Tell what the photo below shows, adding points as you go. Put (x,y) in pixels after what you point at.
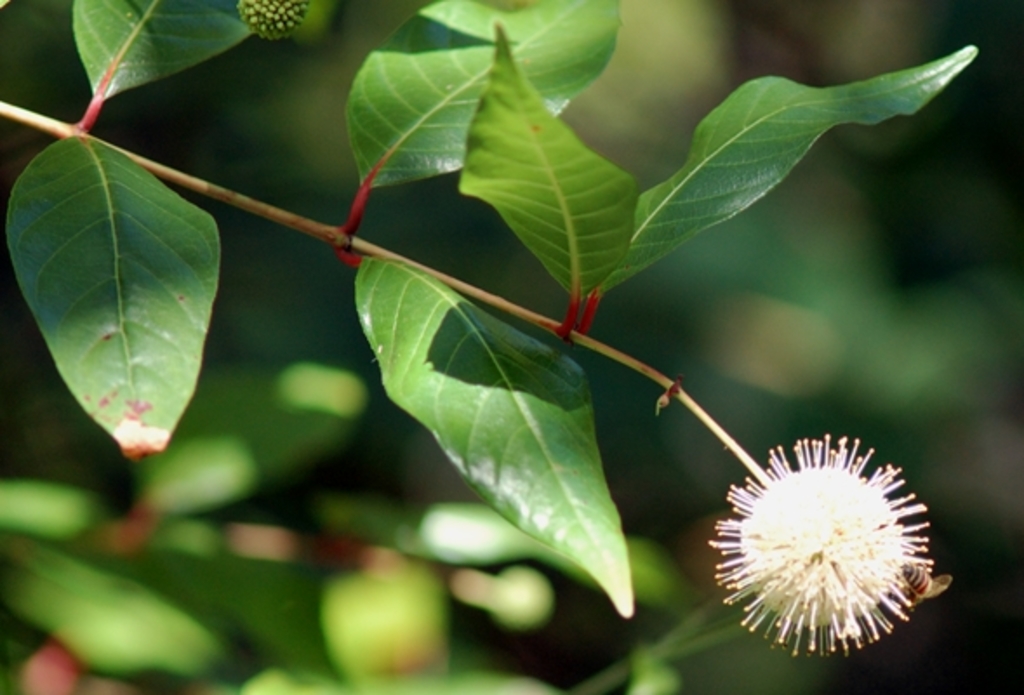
In this image, we can see the Buttonbush (804,502) and the background (655,646) is blurred. We can also see an insect (919,579).
